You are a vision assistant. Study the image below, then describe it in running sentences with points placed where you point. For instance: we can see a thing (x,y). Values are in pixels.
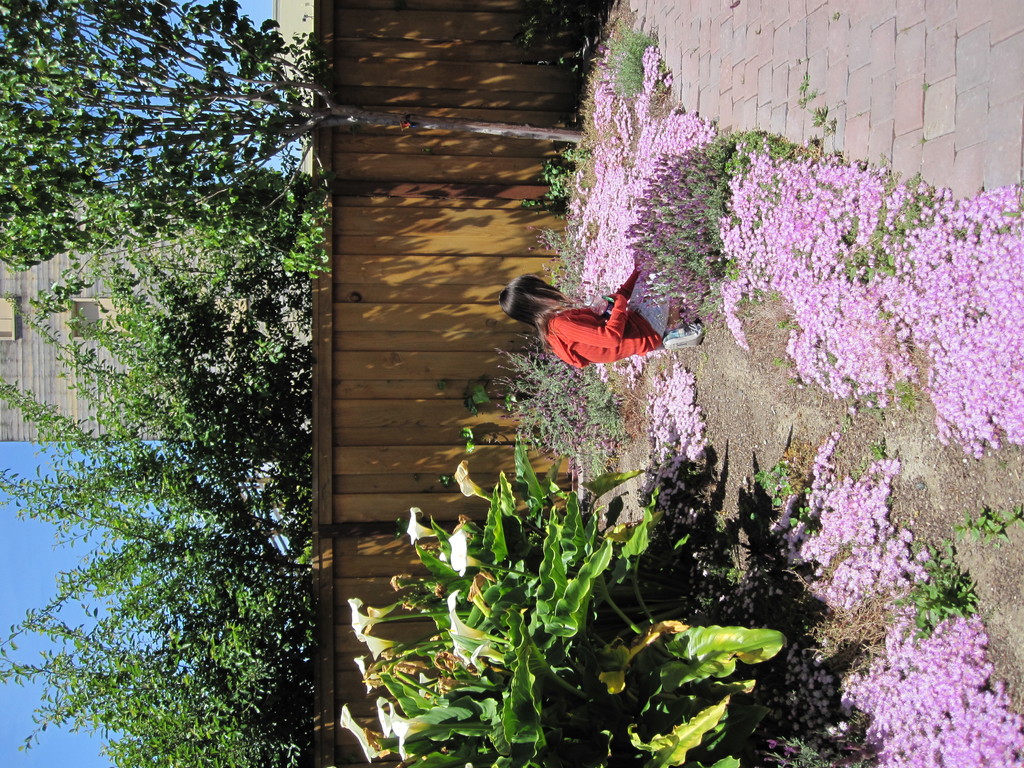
In the foreground of this image (880,288), on the right (913,304), there are flowers (814,245) and plants (874,261) on the ground (687,359) and also there is a person (579,365) kneeling down. In the middle (544,500), there are flowers (485,641) to a plant (529,573) and behind it, there is a wooden wall (370,404). On the left (227,289), there are trees (185,92), sky (20,556) and an architecture (48,351). At the top (854,26), there is a pavement (814,38).
